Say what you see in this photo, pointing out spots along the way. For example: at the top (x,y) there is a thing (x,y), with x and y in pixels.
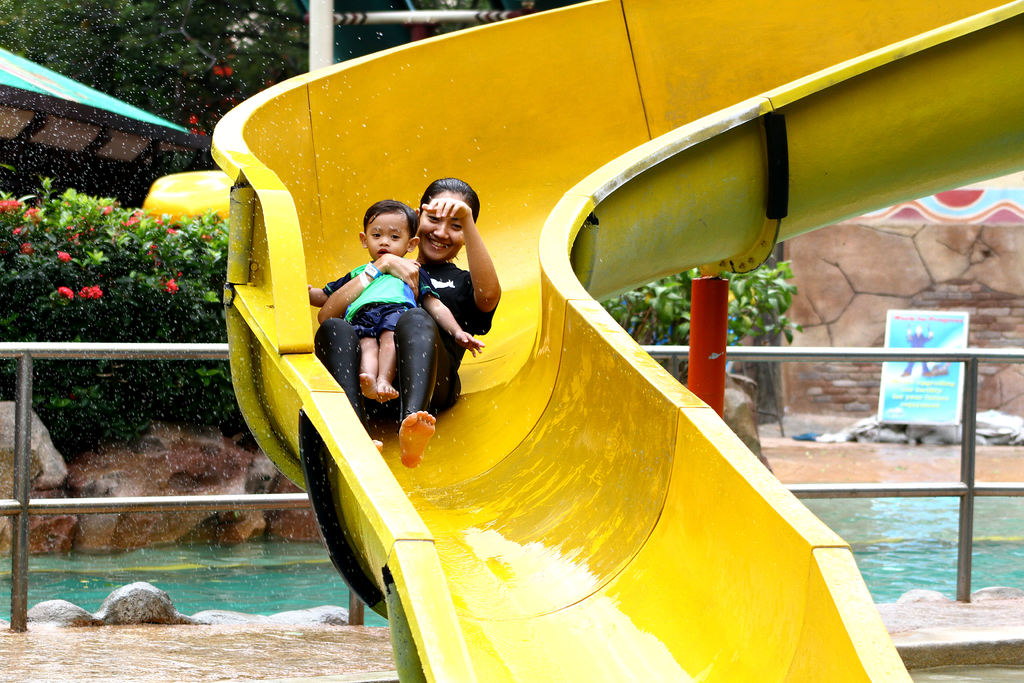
In this image we can see a woman (461,220) holding a baby (405,308) on the slide (420,566). In the background (177,80) there are trees (228,90), plants (124,264) with flowers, rocks (162,465), swimming pool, shed (134,145), information board (897,374) and grills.
